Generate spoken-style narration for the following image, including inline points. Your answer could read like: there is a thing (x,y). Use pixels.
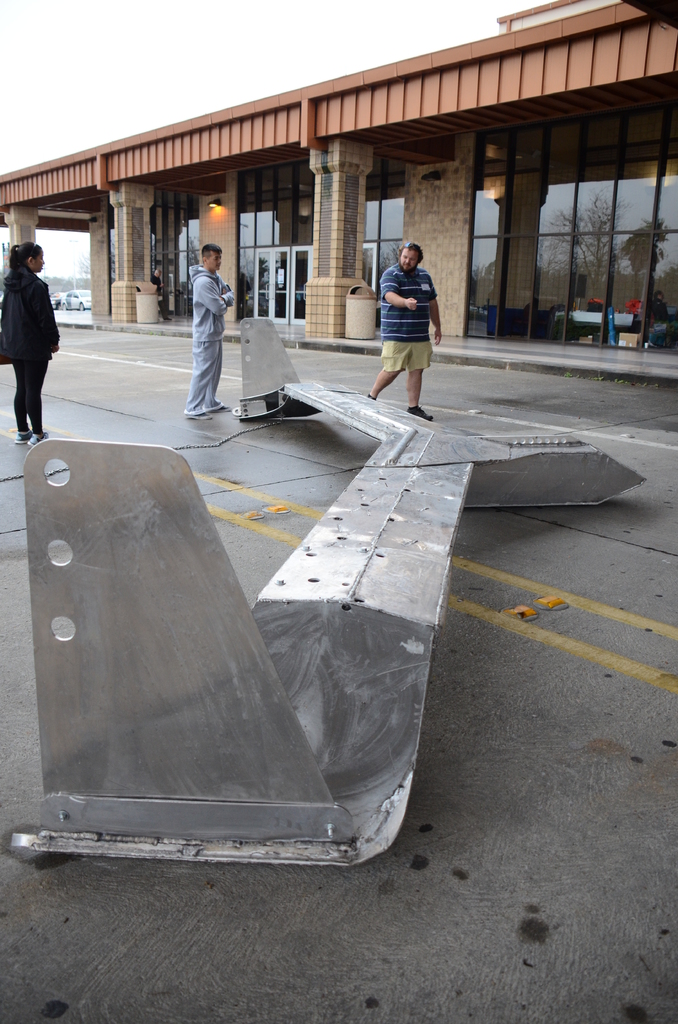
In this image, there are three persons (400,324) standing and I can see a metal object (375,731) on the road (510,635). In the background (168,300), I can see a building (93,293), vehicles (79,292) and the sky (88,245).
